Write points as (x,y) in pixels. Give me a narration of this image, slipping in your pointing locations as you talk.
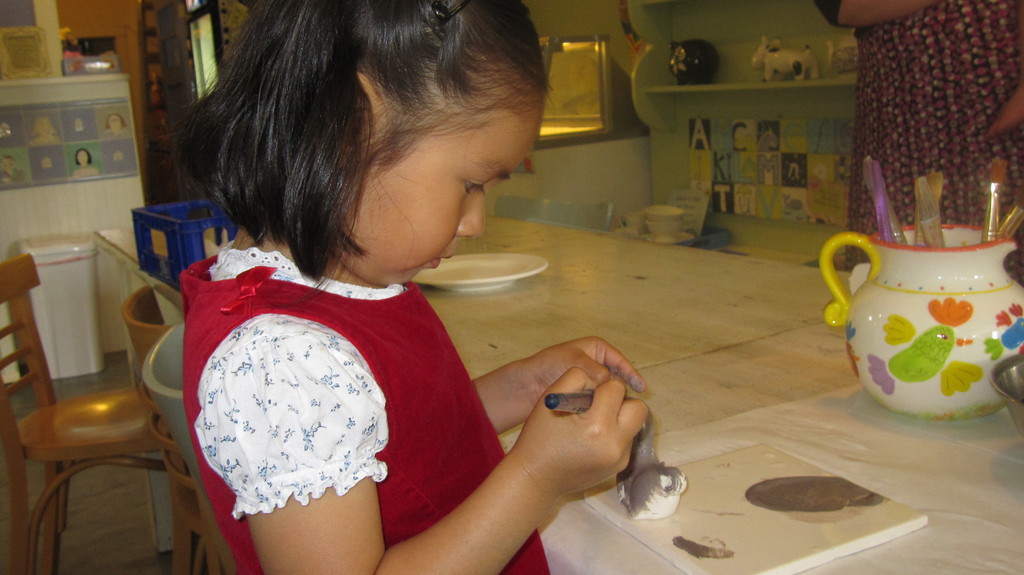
In this picture we have a girl (258,43) standing and she is holding an object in her right hand (567,491) and she has a table (681,325) in front of her which has a pot (893,378) and some plates (678,231) on it
